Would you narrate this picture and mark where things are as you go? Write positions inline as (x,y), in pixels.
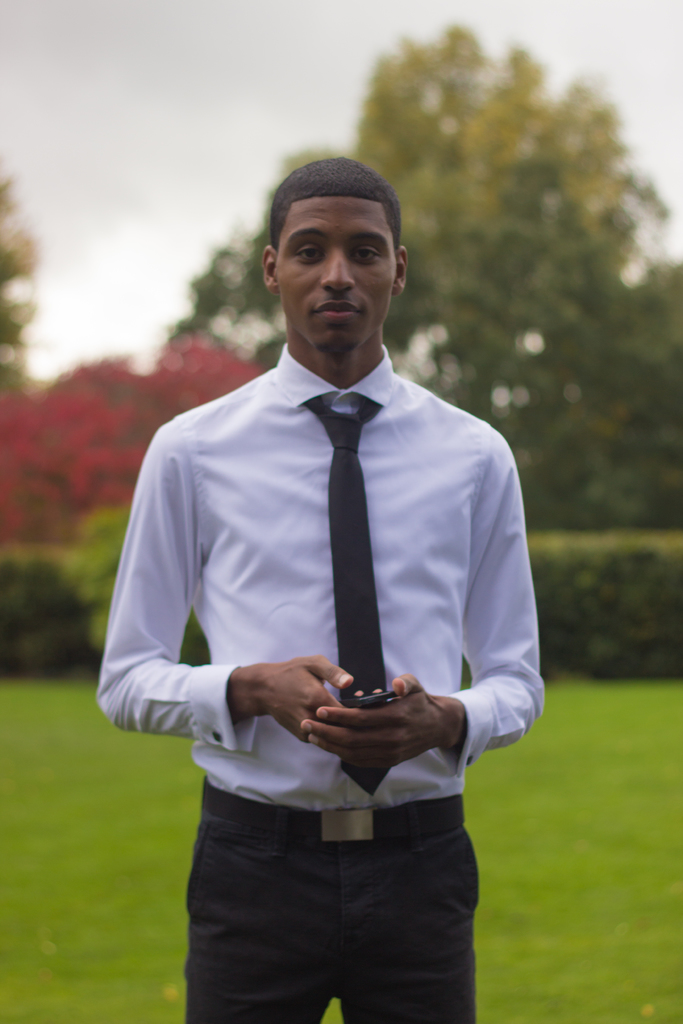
This picture is taken from outside of the city. In this image, in the middle (395,594), we can see a man (441,499) standing and holding a mobile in his hand (384,753). In the background (186,344), we can see some trees (433,376), plants (616,556), flowers (41,413). At the top (77,140), we can see a sky (169,125) which is cloudy, at the bottom (559,782), we can see a grass (478,818).
